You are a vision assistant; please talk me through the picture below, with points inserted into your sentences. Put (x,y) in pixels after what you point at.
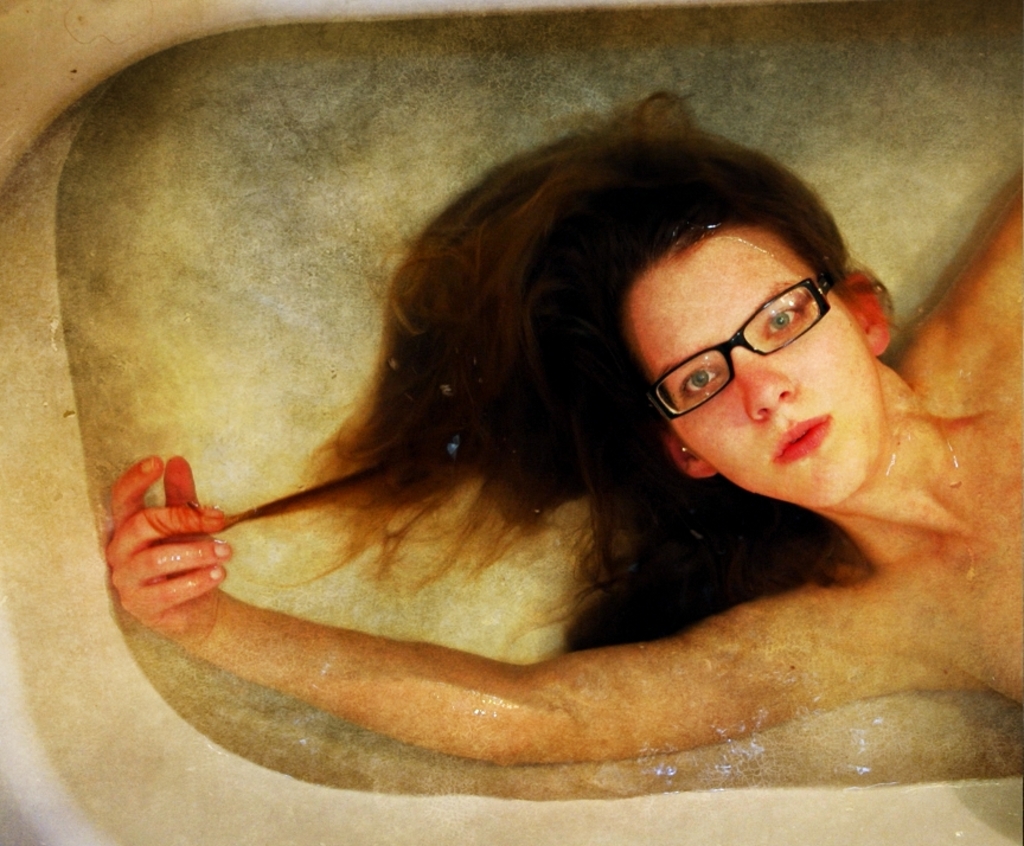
In the white tub (1008,832), we can see a woman (867,533) in water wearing glasses (731,357) and seeing.
